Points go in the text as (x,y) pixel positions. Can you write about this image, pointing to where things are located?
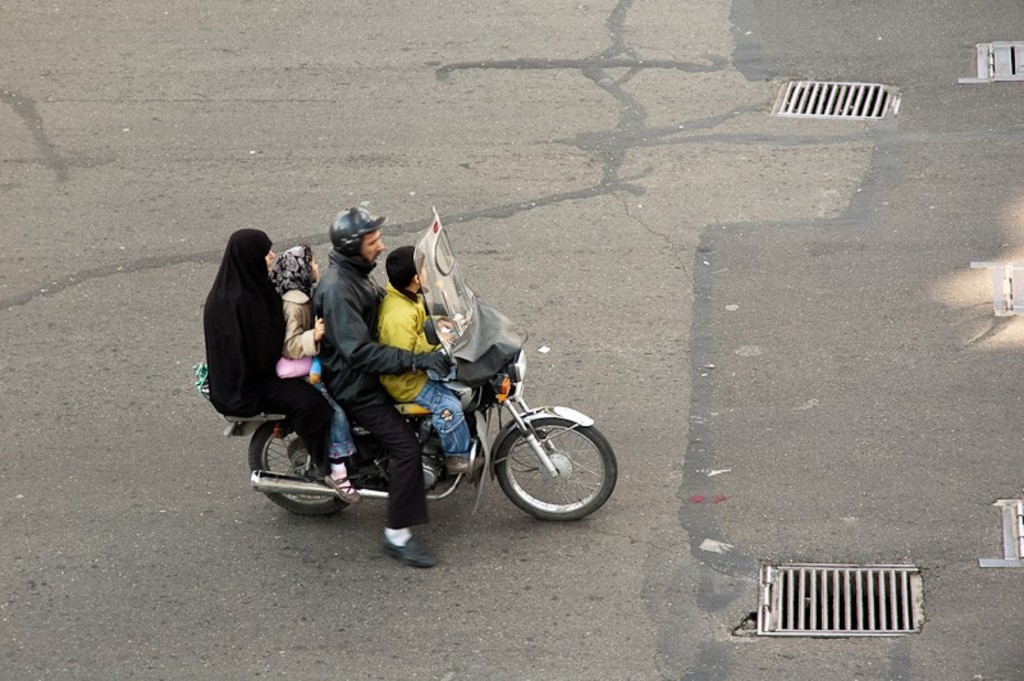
In this image we can see two persons (340,336) and two childrens (300,336) are on the bike (428,419). The bike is on the road (675,285). The man (369,363) is wearing a helmet (356,223).
